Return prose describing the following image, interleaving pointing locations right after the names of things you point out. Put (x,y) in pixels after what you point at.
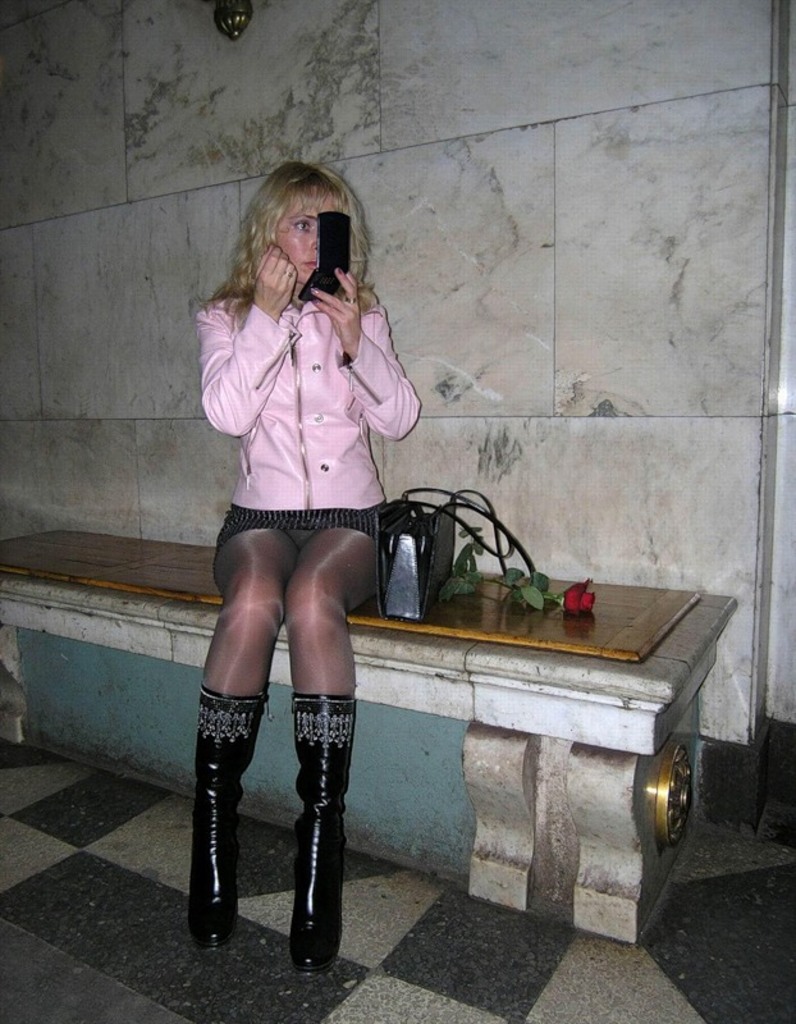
In this image I can see a woman (405,423) wearing a pink color jacket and holding an object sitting on the bench (132,580), on the bench (127,589) I can see a rose flower (569,587) and leaves (478,576) and hand bag (428,589). And back side of the woman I can see a white color wall (435,390).
